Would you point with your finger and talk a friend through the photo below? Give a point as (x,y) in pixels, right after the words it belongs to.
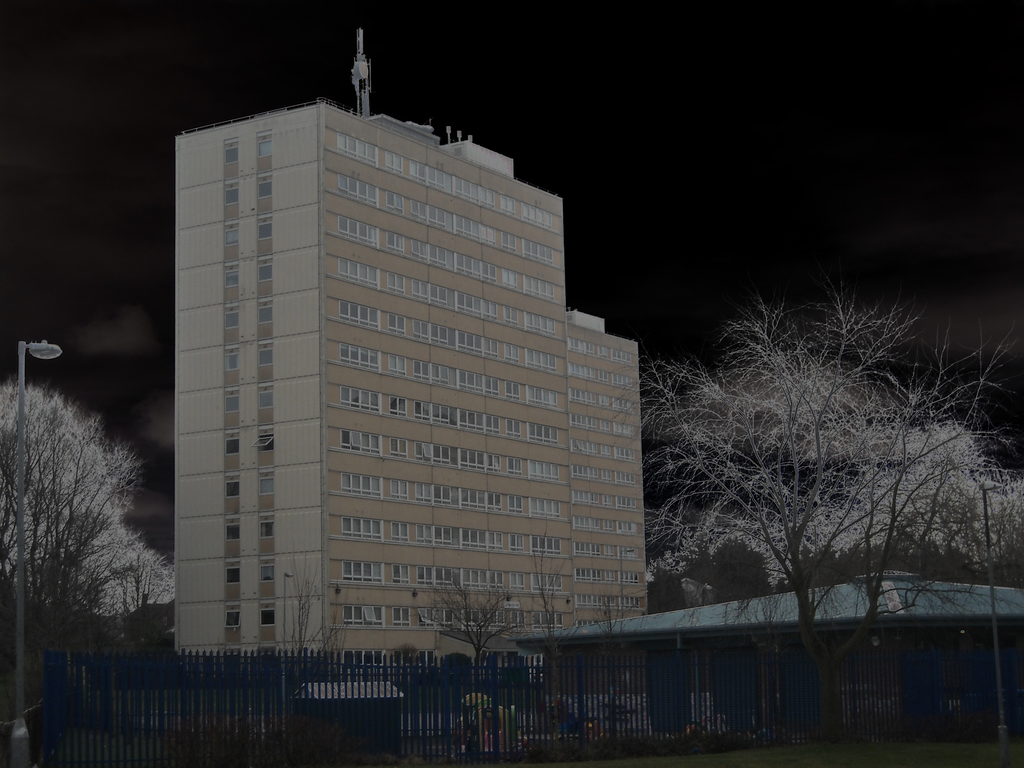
In this picture I can see building (326,317) and few trees (32,504) and I can see a metal fence (331,674) and a pole light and I can see a dark background (22,38).
